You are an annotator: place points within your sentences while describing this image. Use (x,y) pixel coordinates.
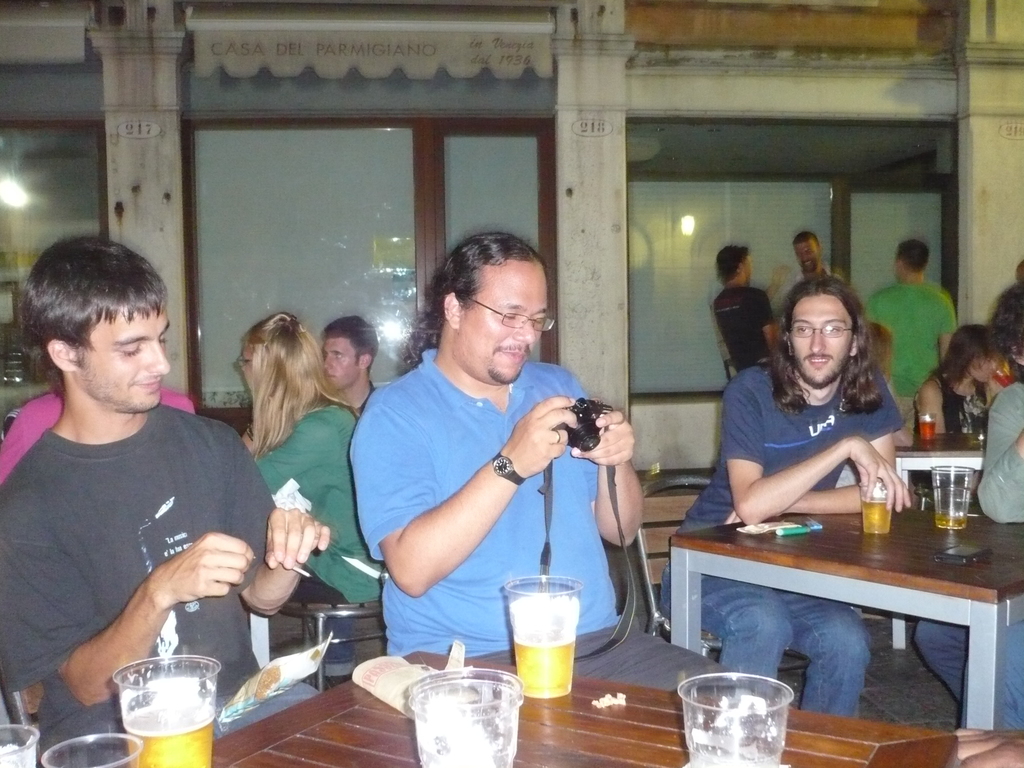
In this image I can see few people (323,520) are sitting on the chairs (682,486) around the tables (519,727). In the background (171,178) there is a wall (137,178). On the tables (344,710) I can see plastic cups (470,743). The man (628,434) who is sitting in the middle (423,453) wearing blue color t-shirt (444,419) and holding a camera (578,432) in his hands (542,451).
